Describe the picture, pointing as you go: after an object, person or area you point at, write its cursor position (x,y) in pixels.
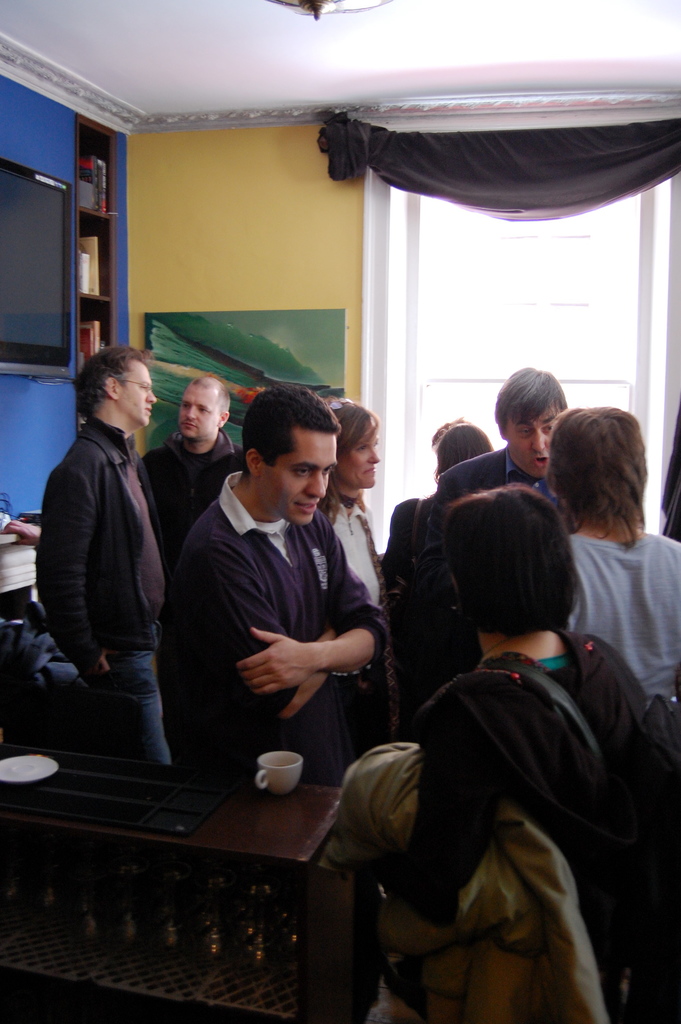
In this image there are people (447,585) standing and there is a table (284,824), on that table (304,824) there is a cup (265,770), in the background (141,164) there is a wall (319,158), for that wall (351,189) there is a window (669,401), curtain (642,166), at the top (580,49) there is a ceiling (285,73).
